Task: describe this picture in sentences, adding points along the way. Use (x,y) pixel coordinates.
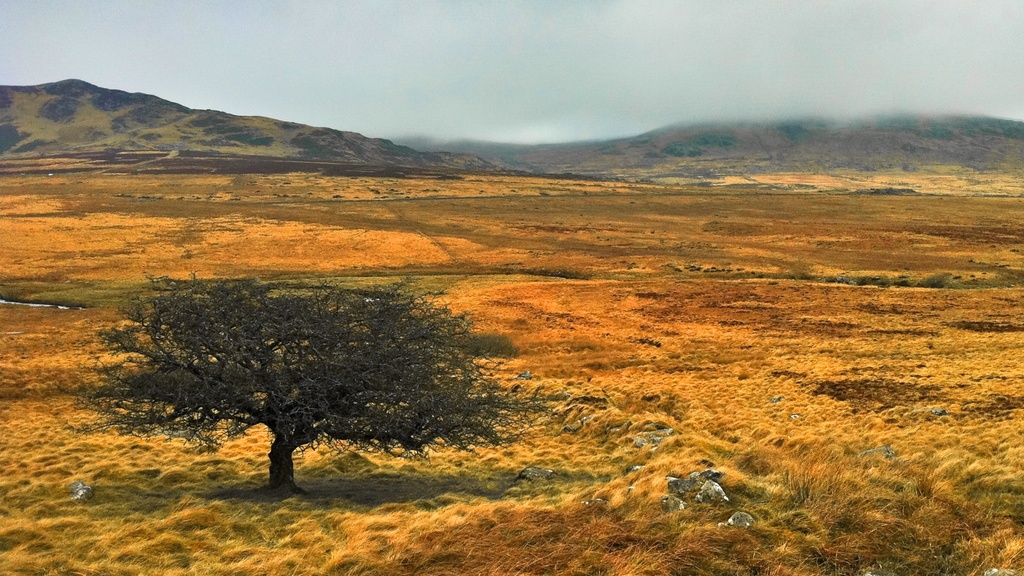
In this picture we can see a tree (194,344), stones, mountains (294,130) and in the background (734,110) we can see the sky (514,70) with clouds (442,86).
